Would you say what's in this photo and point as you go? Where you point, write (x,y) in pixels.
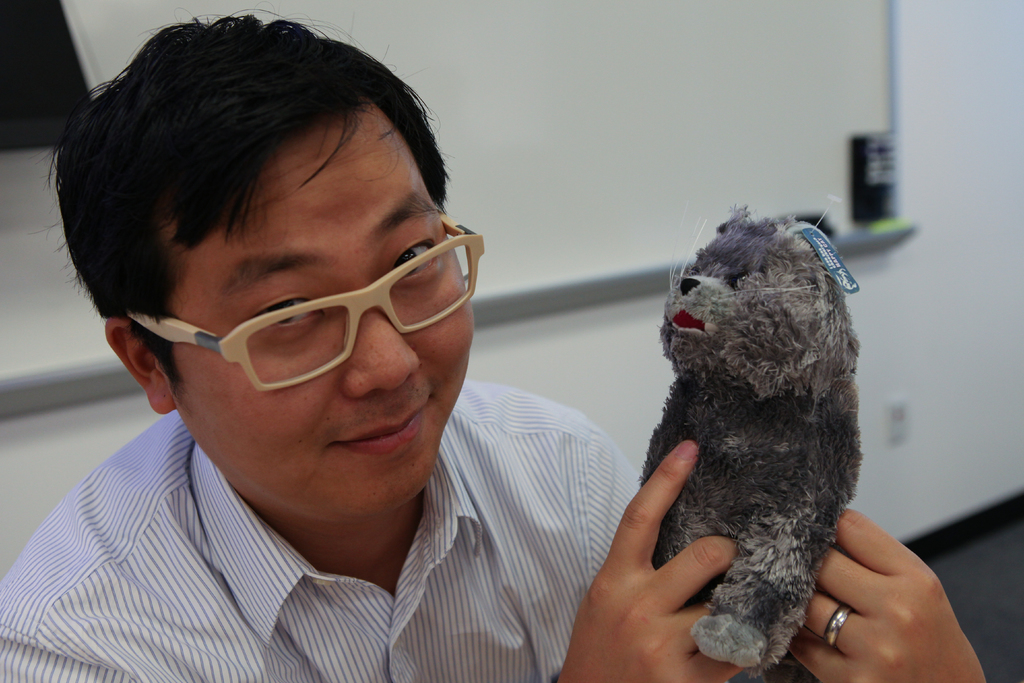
On the background (565,80) we can see a white board (830,142) and a wall (980,429). This is a floor (980,550). Here we can see man (370,366) wearing spectacles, holding a doll (731,462) in his hands (684,575).
